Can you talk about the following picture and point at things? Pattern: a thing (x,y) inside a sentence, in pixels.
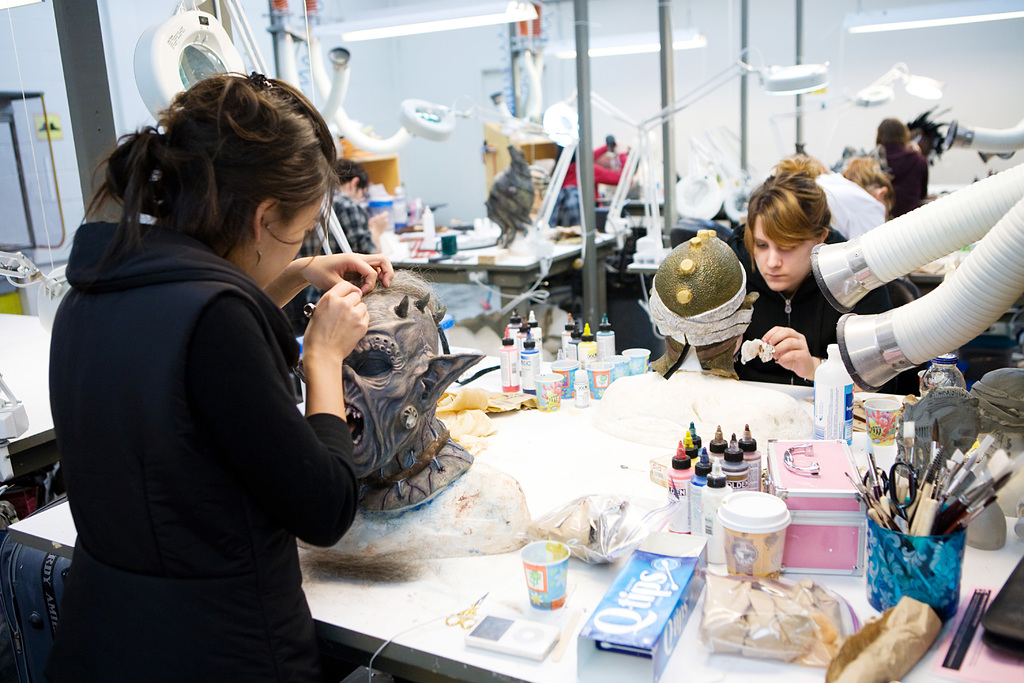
This image is taken indoors. At the bottom of the image (451,625) there is a table (456,631) with many things (697,300) on it. On the left side of the image (209,316) a woman (288,382) is standing on the floor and she is carving and there is a table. On the right side of the image (826,171) there are a few pipes (968,213) and a few people (758,312) are sitting on the chairs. In the background (608,83) there is a wall (442,193) and there is a table (525,259) with many things (494,213) on it.
